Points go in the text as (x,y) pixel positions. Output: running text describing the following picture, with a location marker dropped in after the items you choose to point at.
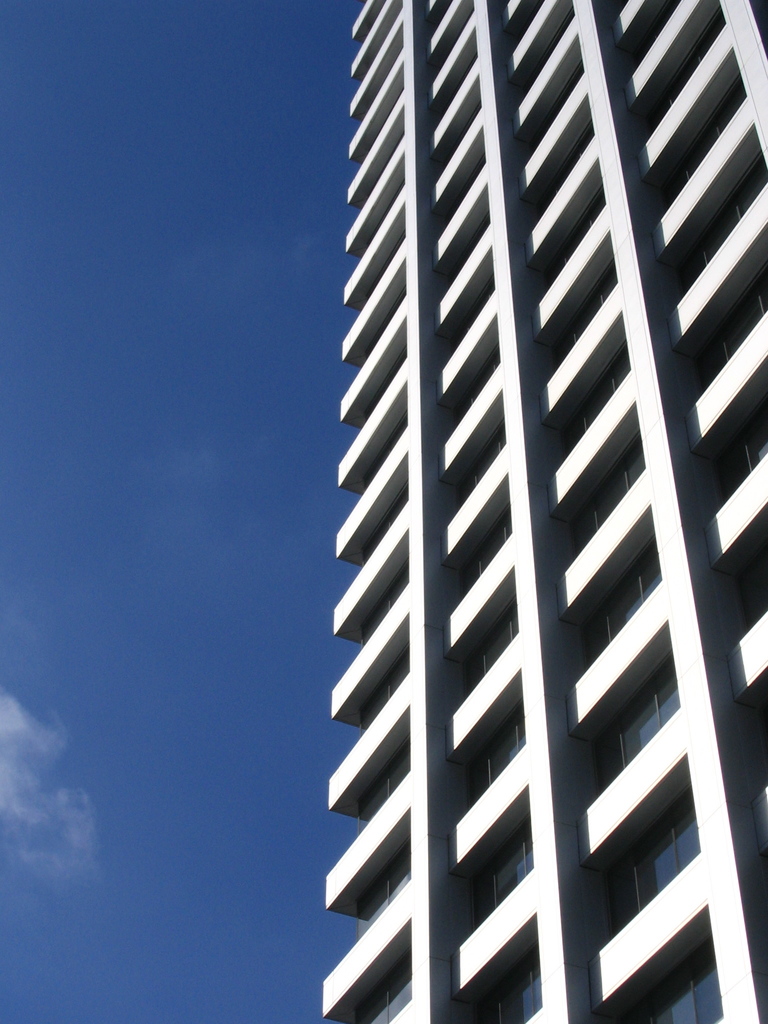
In this image there is a tall building (473,368) with so many floors (493,481). In each floor (493,929) we can see the glasses (517,868). At the top (33,301) there is the sky (200,535).
